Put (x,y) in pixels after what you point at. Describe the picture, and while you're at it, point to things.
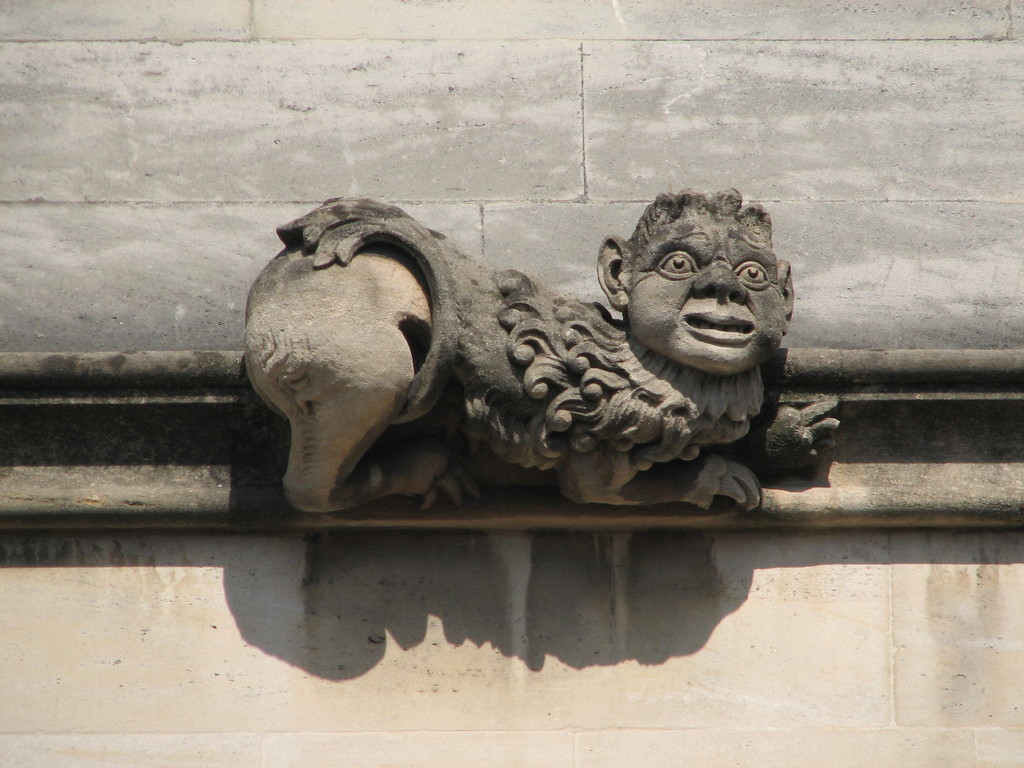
In the center of the picture (504,294) there is a sculpture (521,345). At the top (276,106) there is a brick wall (436,162). At the bottom (383,680) it is wall (368,646). In the picture it is sunny.
